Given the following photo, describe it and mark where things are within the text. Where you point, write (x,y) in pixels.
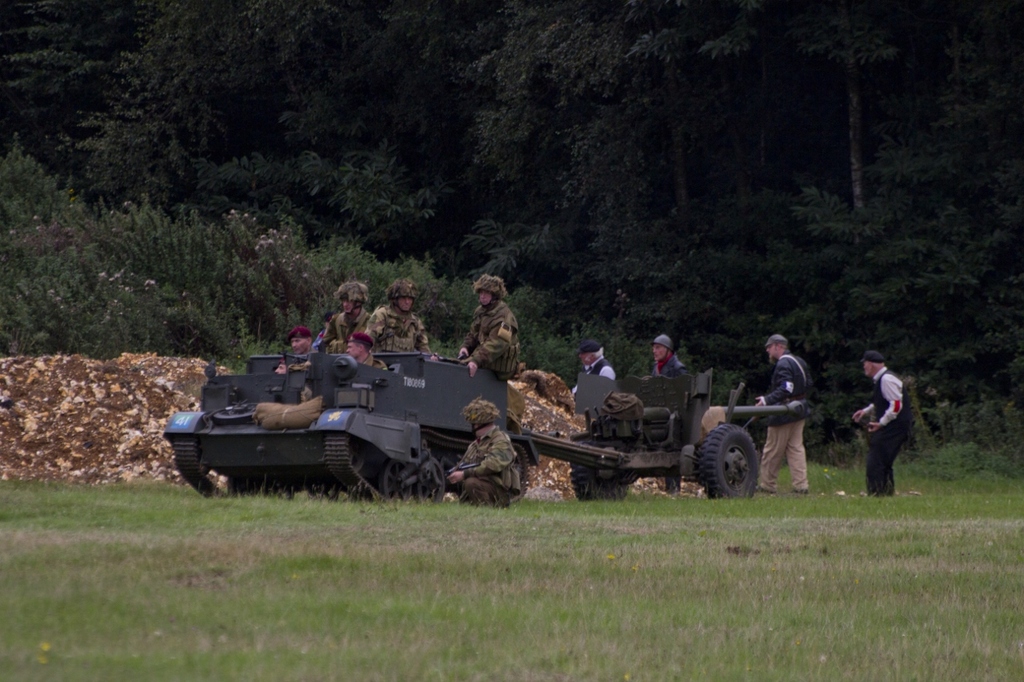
This image is clicked outside. There are trees (488,175) on the top (287,158). There is grass (536,626) in the bottom (719,579). There are so many soldiers (500,464) sitting in a vehicle (441,461). Back side there are some persons (802,461). Soldiers (470,476) are wearing military dresses (479,464). Other people (881,448) they are wearing black color dress (889,434).
